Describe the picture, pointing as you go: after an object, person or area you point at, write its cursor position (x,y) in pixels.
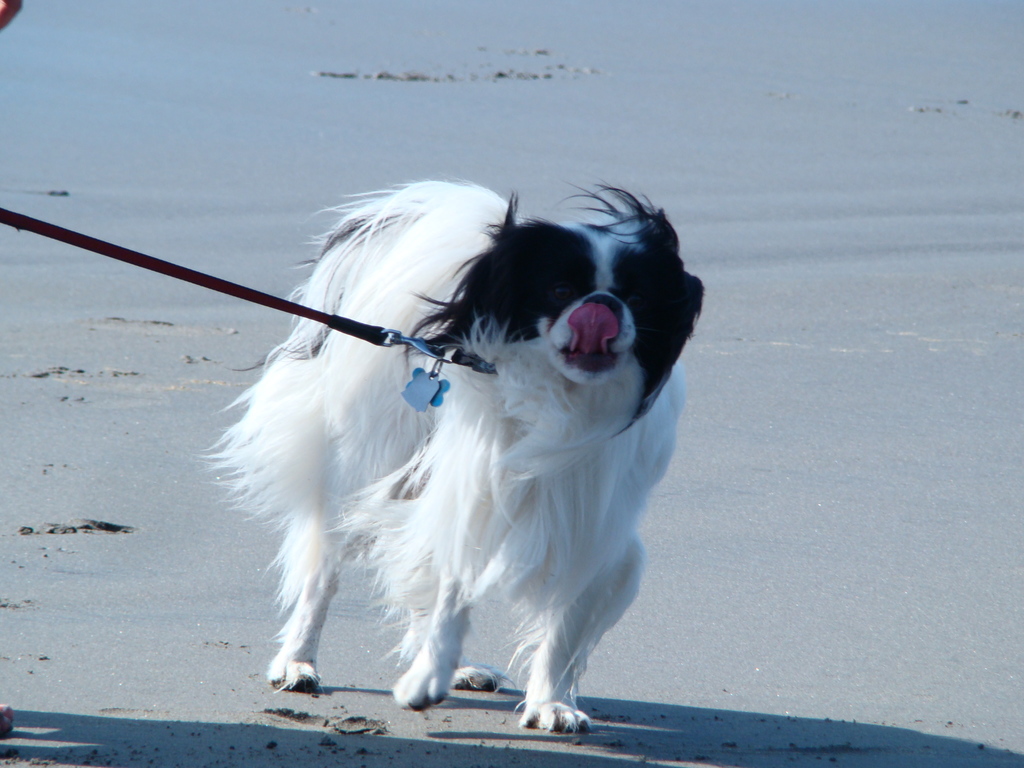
In this image I can see a black and white dog (487,352). In the background (67,345), I can see the sand (735,573).
